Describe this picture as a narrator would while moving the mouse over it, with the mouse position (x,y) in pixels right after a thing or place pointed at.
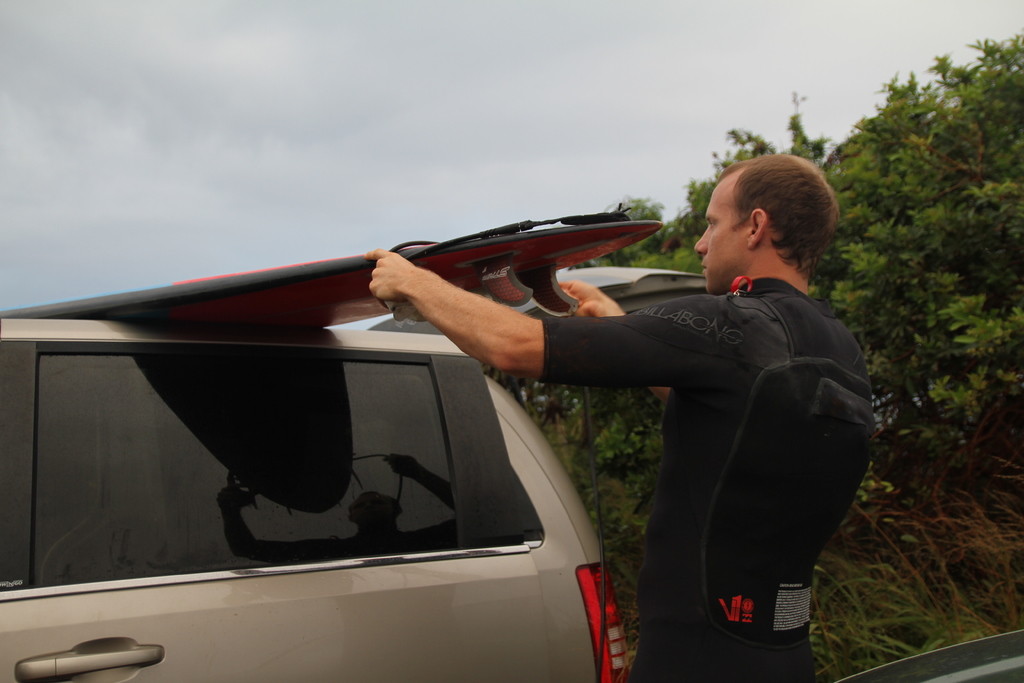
In this picture there is a man (726,380) who is wearing black dress (745,379), standing near to the car (453,602) and holding surfboard (330,272). On the right (877,514) background (883,340) we can see many trees (905,247). At the top (548,105) we can see sky (339,47) and clouds (206,109).
